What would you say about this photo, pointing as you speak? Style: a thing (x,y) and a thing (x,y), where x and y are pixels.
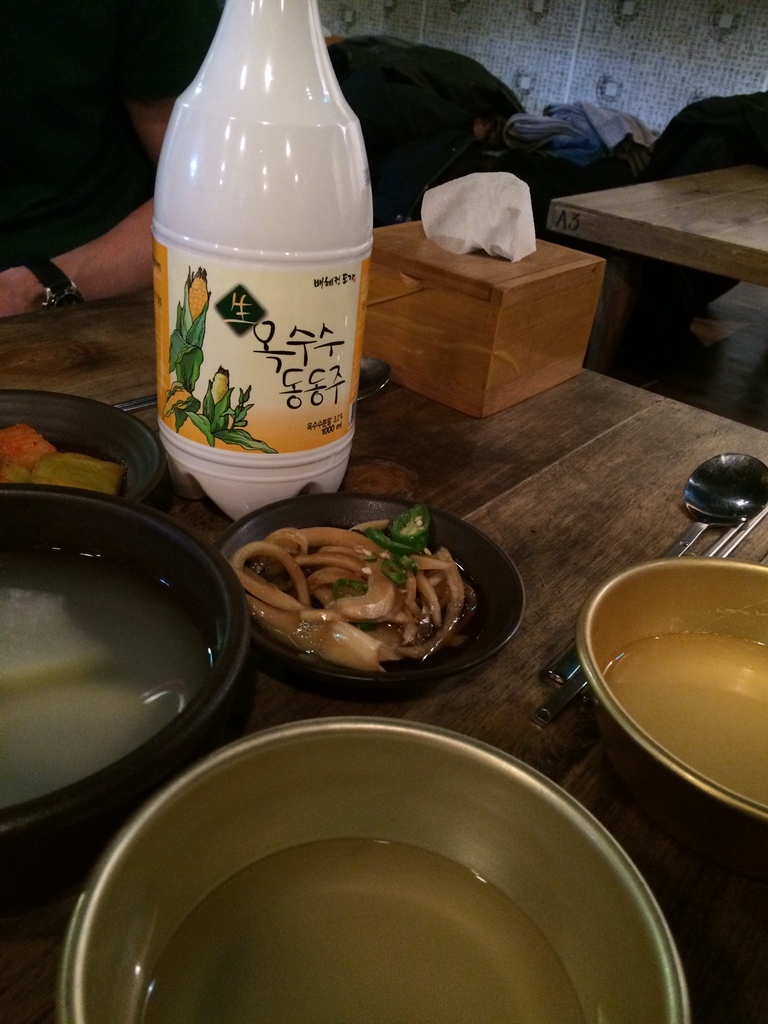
In this picture I can see a table (454,472) on which there are bowls (460,563) and I see a bottle (309,208), on which there is a sticker (248,341) on which there is something written and I see a spoon (694,479) on the right side of this image (693,490). In the background (6,291) I see a person (94,175) and I see a box (420,285) in which there are white colored tissues (456,228).
